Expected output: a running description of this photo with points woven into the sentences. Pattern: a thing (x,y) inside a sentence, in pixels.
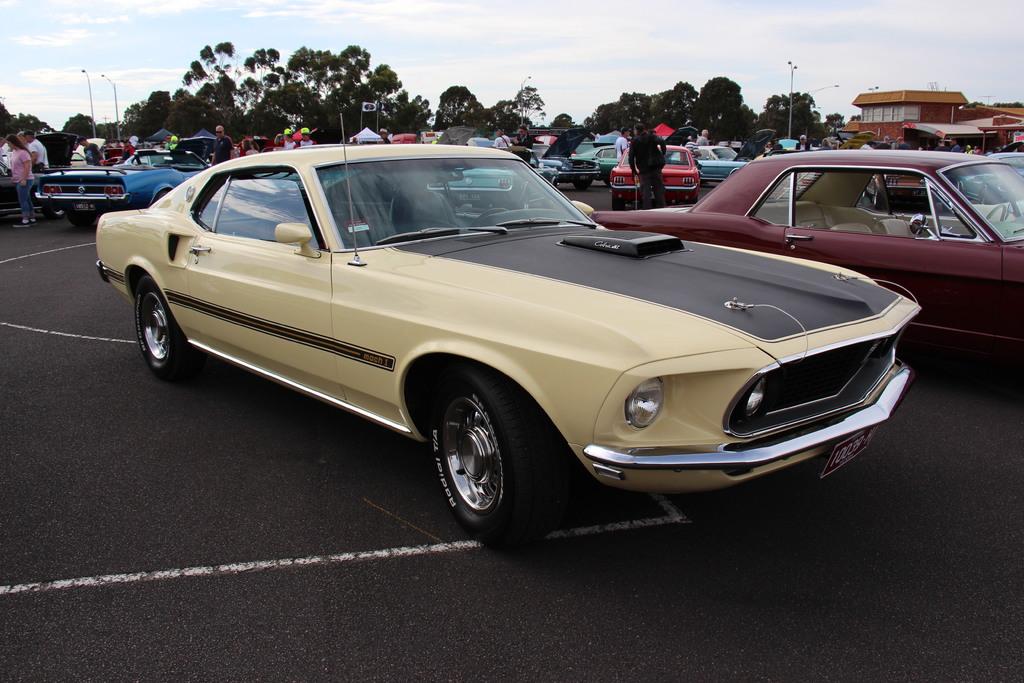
In this image, we can see a car (336,313) is parked on the road (1008,495). Background (825,183) we can see vehicles (934,239), people (942,141), stalls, building (921,137), street lights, trees (722,121) and sky (54,88).
